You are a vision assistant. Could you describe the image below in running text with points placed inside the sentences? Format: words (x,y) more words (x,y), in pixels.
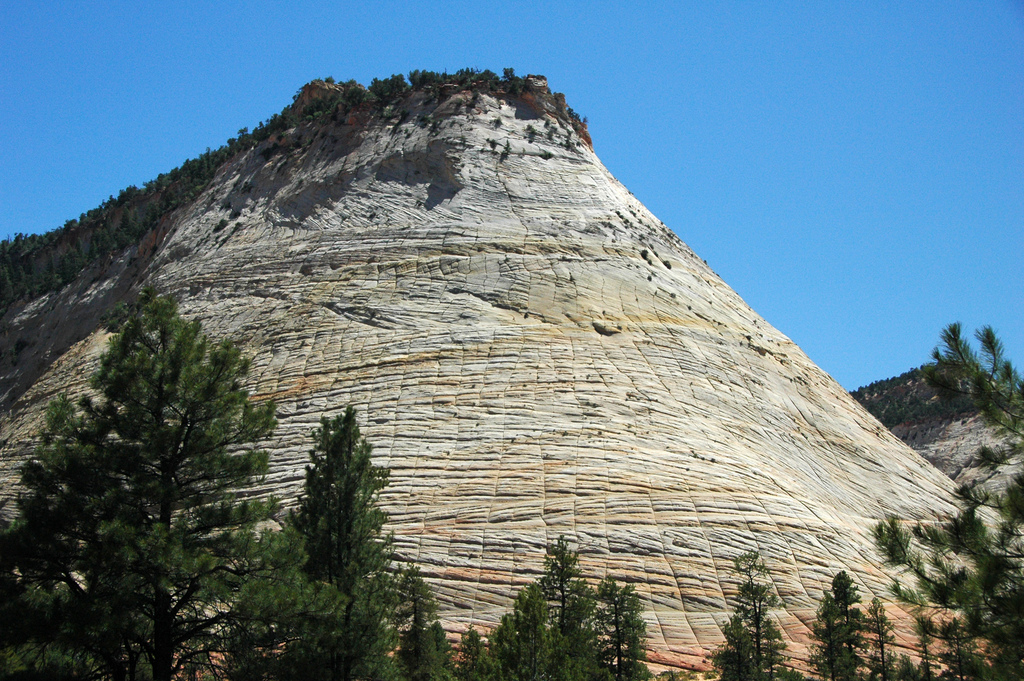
At the bottom of the image (146,610) there are trees (430,631). Behind the trees (161,578) there is a hill (522,306). At the top of the hill (259,153) there are trees (83,215). At the top of the image (605,64) there is sky (768,101).
